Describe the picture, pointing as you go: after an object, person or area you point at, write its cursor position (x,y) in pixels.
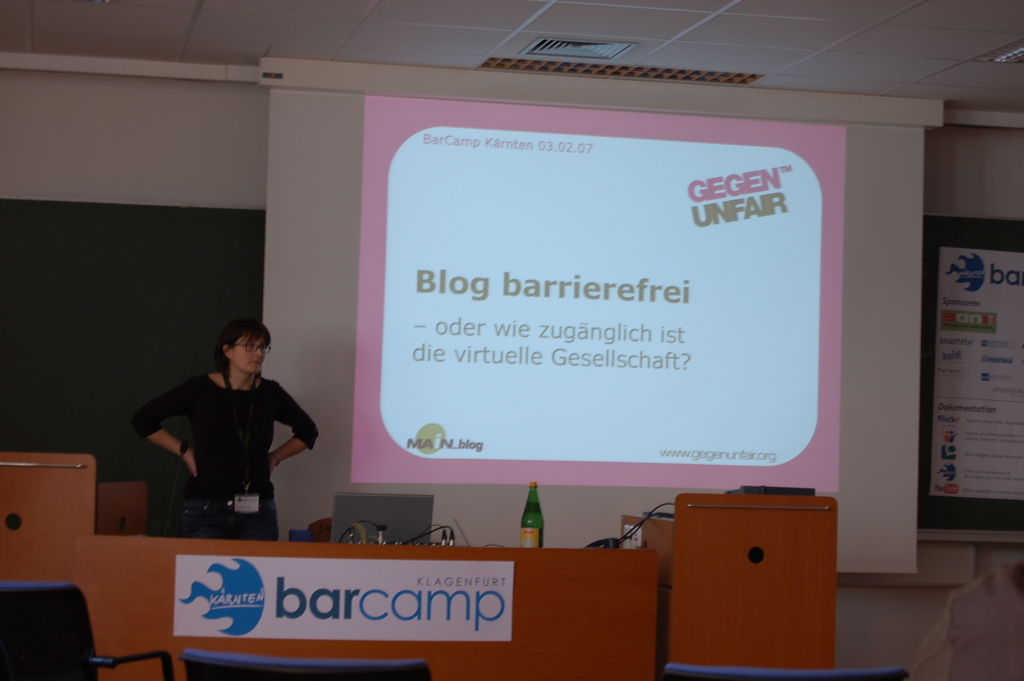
This image is clicked in a room (396,163) where it has a projector screen (681,428) and a table (505,679) is placed in the bottom (569,609) the table (545,559) has bottle (531,521) on it and there is a podium (771,518) in the bottom (729,526) there is a woman (157,426) standing on the left side (277,402) she is wearing ID card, she is in black dress (216,393). There are chairs (93,666) placed in front of table (96,646), lights (515,66) on the top (522,55).
